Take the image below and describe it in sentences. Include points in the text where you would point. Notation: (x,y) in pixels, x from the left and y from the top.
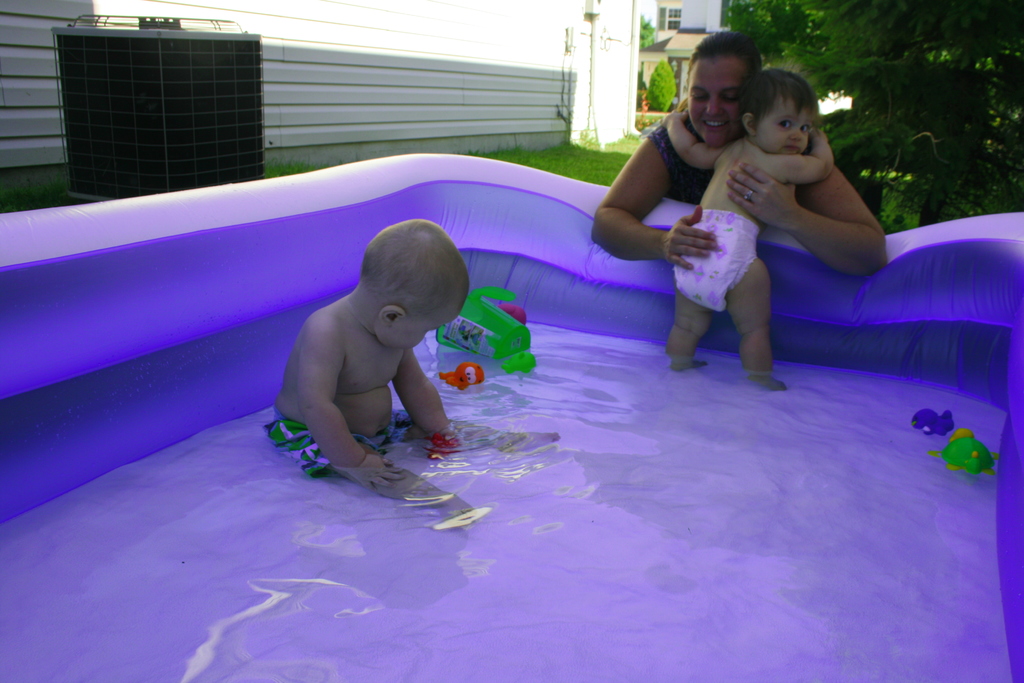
There is an inflatable plastic bathtub (549,499) with water (626,521). In that there is a baby (355,372) sitting. Also there are toys (947,418). Near to that there is a lady (672,170) holding a baby (723,189). In the back (598,171) there is grass (583,143), trees (799,66) and buildings (596,68).
